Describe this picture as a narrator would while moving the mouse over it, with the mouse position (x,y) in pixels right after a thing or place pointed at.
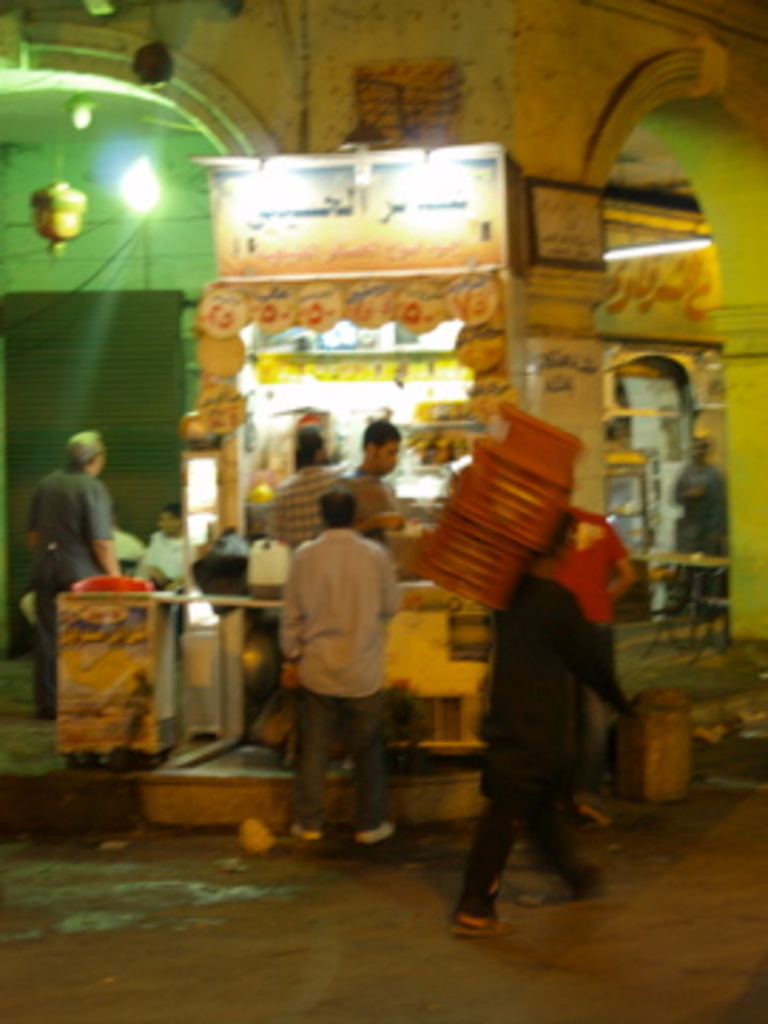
In this image we can see people (515,596), stalls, lights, boards (692,337), pillars (742,250), wall (732,511), shutter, and few objects (520,539). At the bottom of the image (366,884) we can see road (360,930).
